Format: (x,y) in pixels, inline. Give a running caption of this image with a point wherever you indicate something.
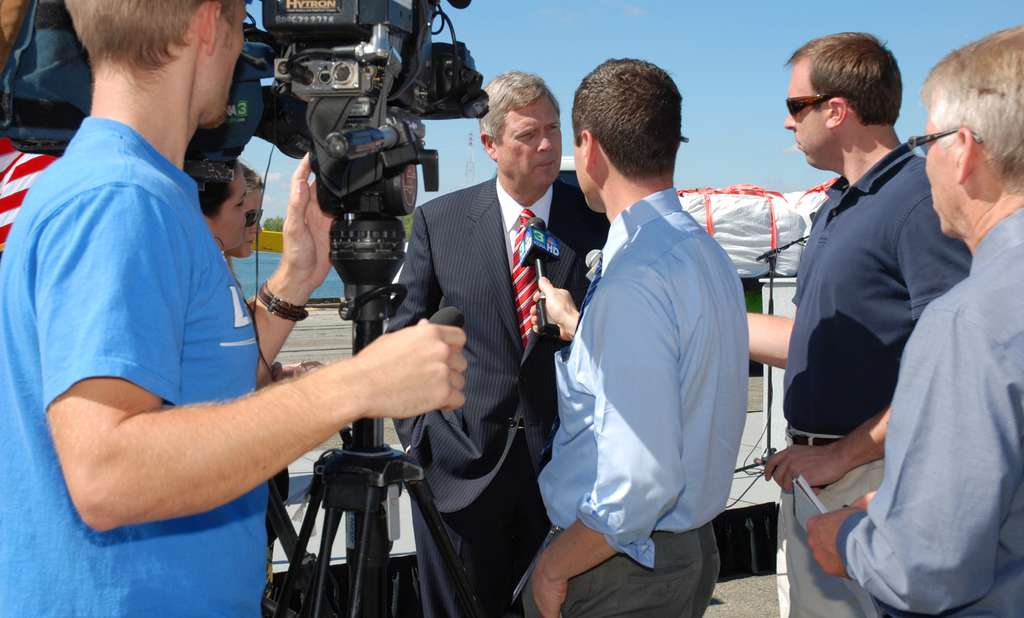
In this image I can see the group of people (419,380) with different color dresses (249,323). I can see one person (609,329) holding the mic (544,327), and another person (162,366) holding the camera (307,82) and one more person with book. In the background (756,370) I can see some objects (765,267), water (331,282), trees (408,239) and the sky (781,36).
